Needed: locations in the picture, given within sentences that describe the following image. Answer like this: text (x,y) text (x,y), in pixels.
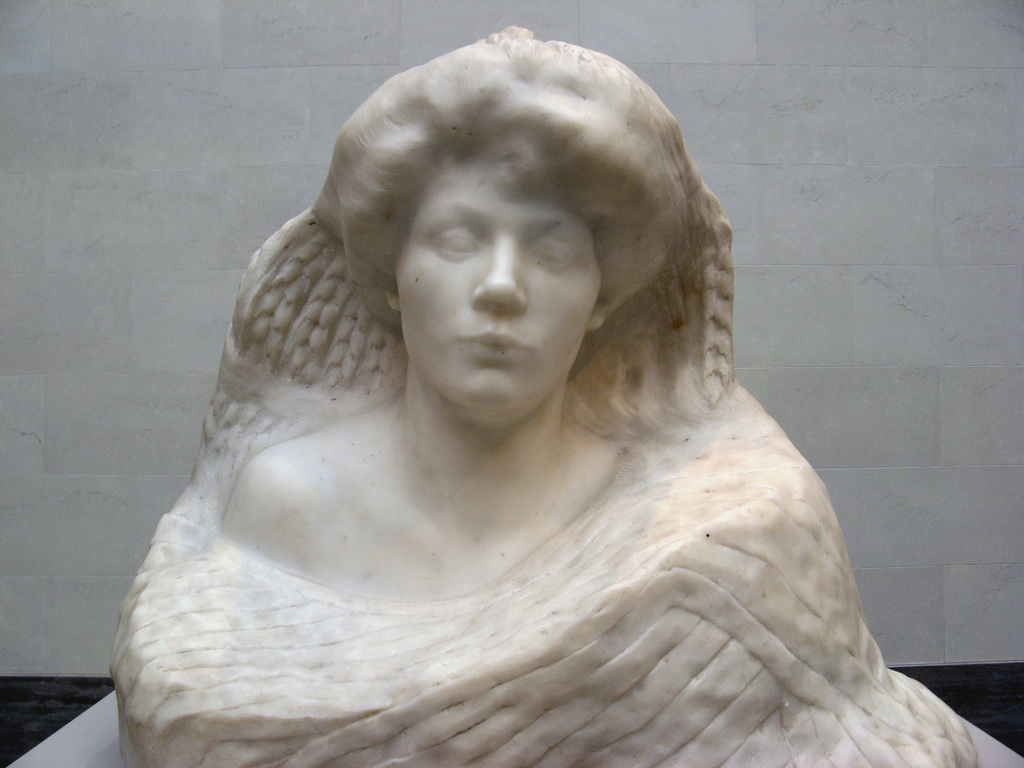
In the middle of the image (524,368) we can see a statue (429,430), and we can see a wall (864,317) in the background (864,325).
